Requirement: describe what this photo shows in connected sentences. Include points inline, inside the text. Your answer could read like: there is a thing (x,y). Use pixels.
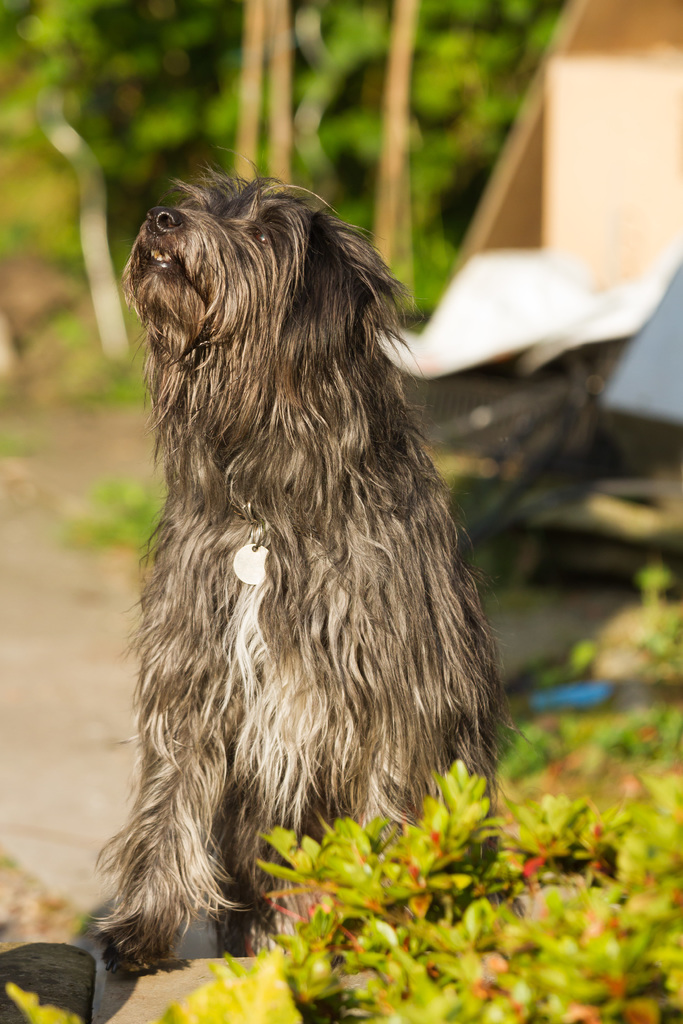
In this image we can see a dog (240,701). We can also see some plants (524,878) beside it.
